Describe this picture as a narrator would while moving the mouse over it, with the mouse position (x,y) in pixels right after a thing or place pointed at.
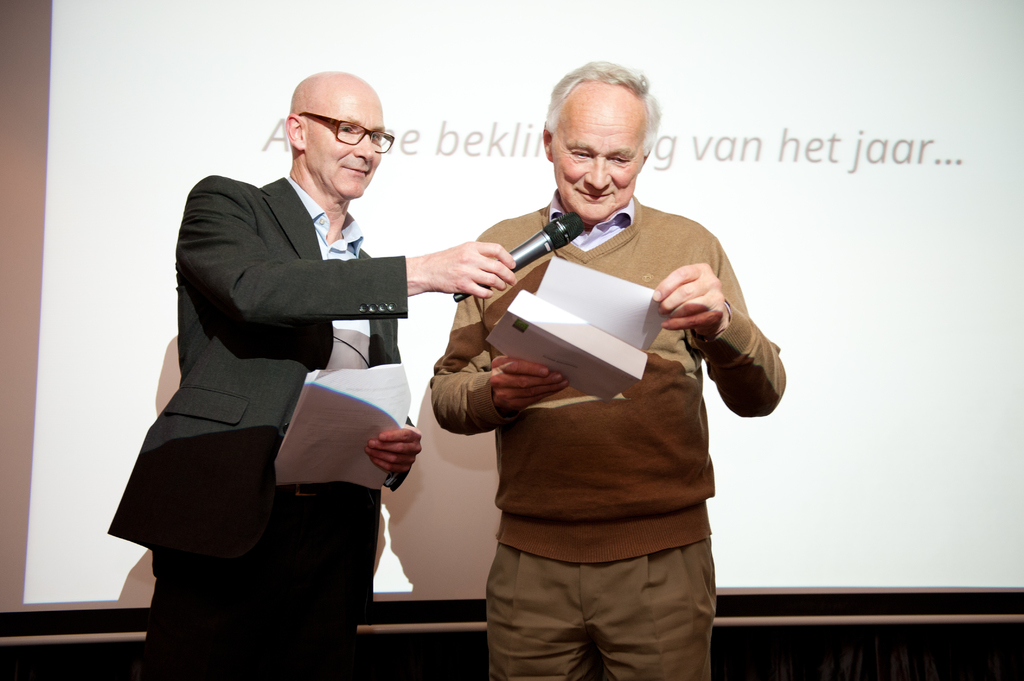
This is a screen (818,218) behind these two men (463,280). They both are holding papers (362,462) in their hands (404,433). This man (345,206) wore spectacles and we can see a mike (532,246) in his hand (463,282).
